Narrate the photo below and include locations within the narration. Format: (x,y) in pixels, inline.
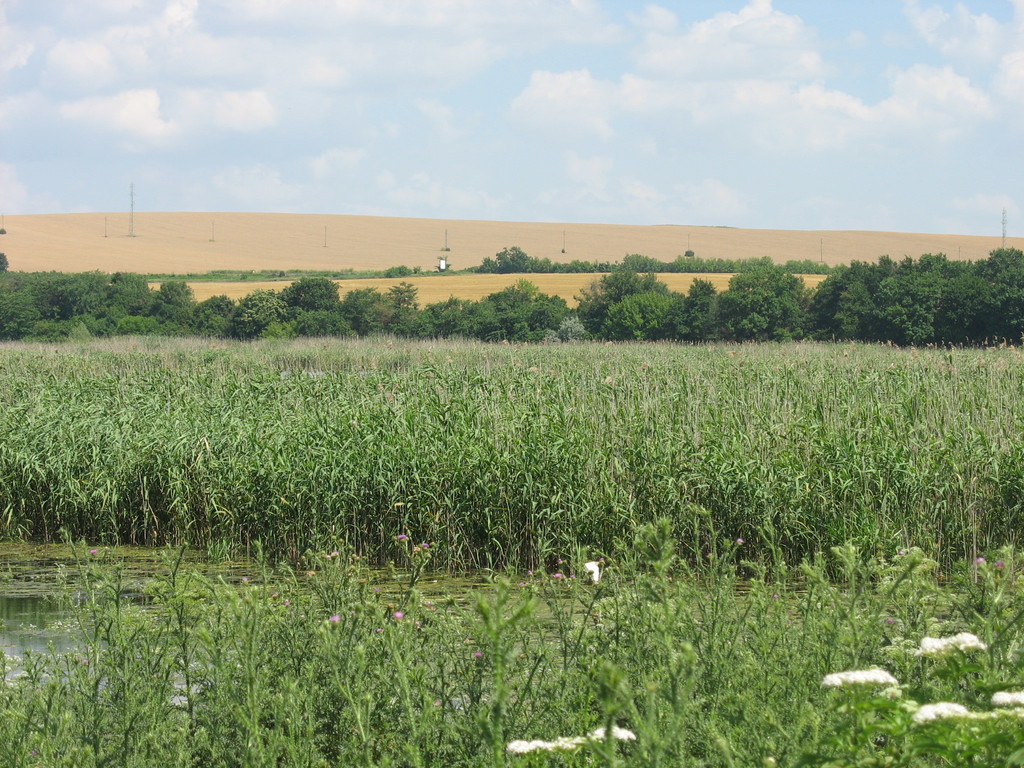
There are lot of plants (230,427) over here and also plants (883,677) where there is a white color on the top (968,636) and here is small amount of water (41,600) and here is also a sky (402,114) which is blue in color and also cloudy this is the field (158,256) with towers (823,246) placed on the field (350,226) there are also trees (253,305) which are dark green in color.
